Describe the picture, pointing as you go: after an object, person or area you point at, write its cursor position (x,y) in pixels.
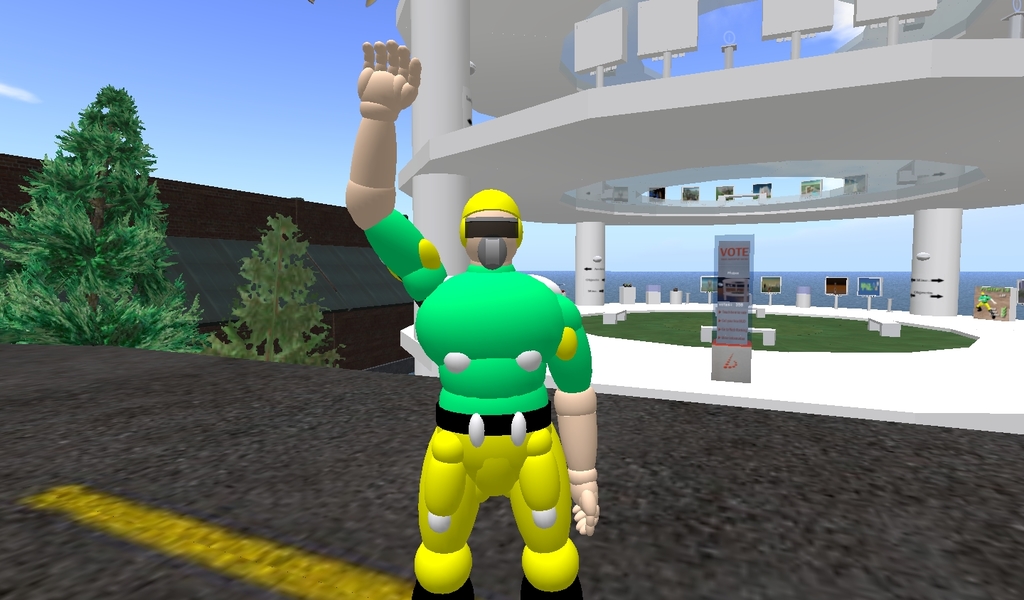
In this image I can see the animated picture. In front (504,389) the person (451,483) is standing and wearing multi color dress (471,459), background (563,254) I can see few trees (122,181) in green color, the wall (392,317) is in black and gray color and the sky (188,21) is in blue and white color and I can also see the building (597,201).
